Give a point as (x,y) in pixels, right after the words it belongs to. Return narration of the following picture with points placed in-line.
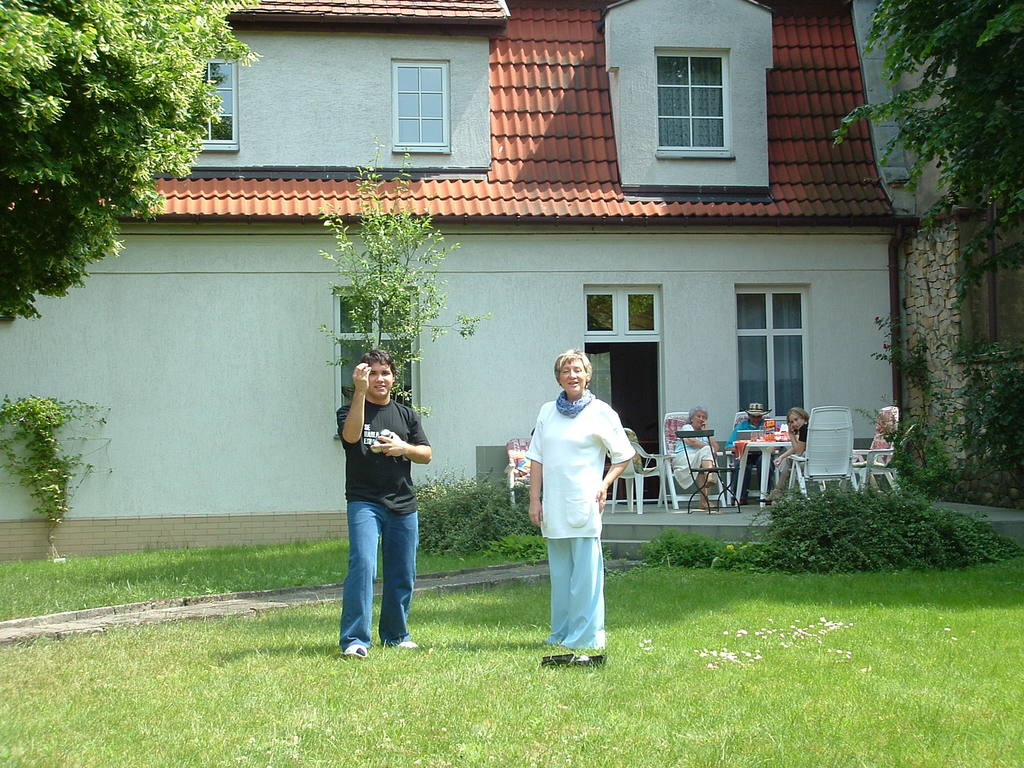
In this image we can see two persons (347,623) are standing on the grass (177,751) on the ground (295,751). In the background (749,425) we can see three persons (736,435) are sitting on the chairs (674,490) at the table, building (330,199), windows (439,97), trees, plants (771,544) and items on the table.
